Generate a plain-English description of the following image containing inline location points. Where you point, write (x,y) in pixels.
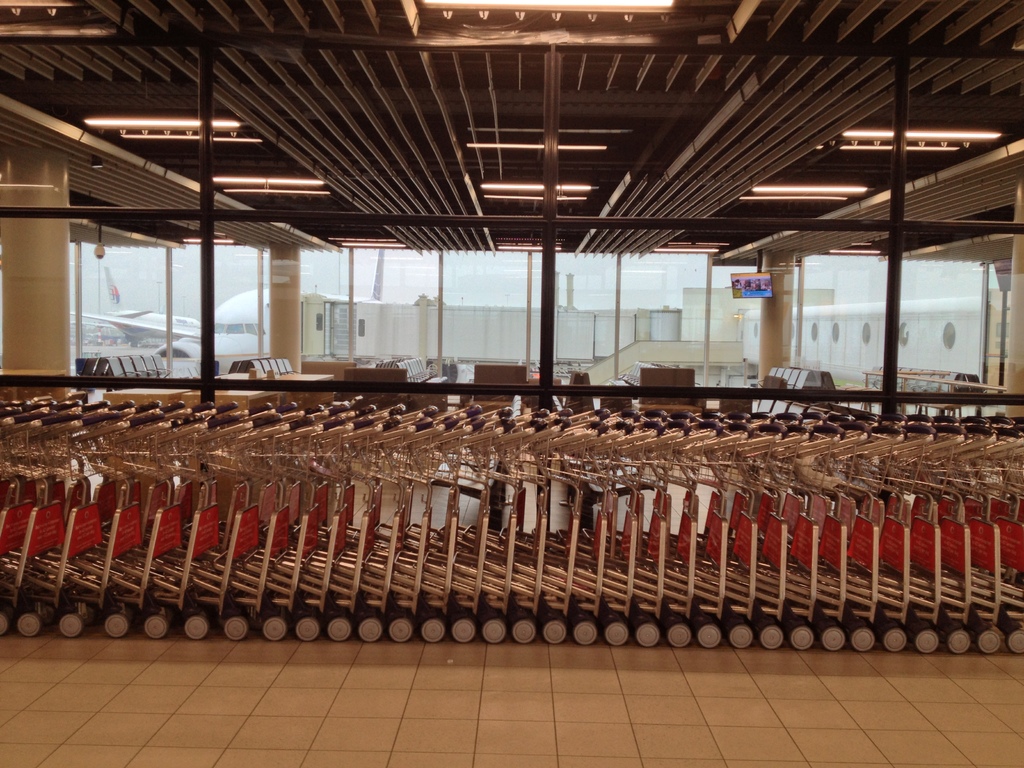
In the picture we can see the airport waiting hall (656,647) with many luggage holding carts (612,564) and behind it, we can see some chairs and behind it, we can see a glass wall (245,263) from it, we can see a plane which is white in color and to the ceiling (243,203) of the waiting hall (239,162) we can see some lights (197,120).
